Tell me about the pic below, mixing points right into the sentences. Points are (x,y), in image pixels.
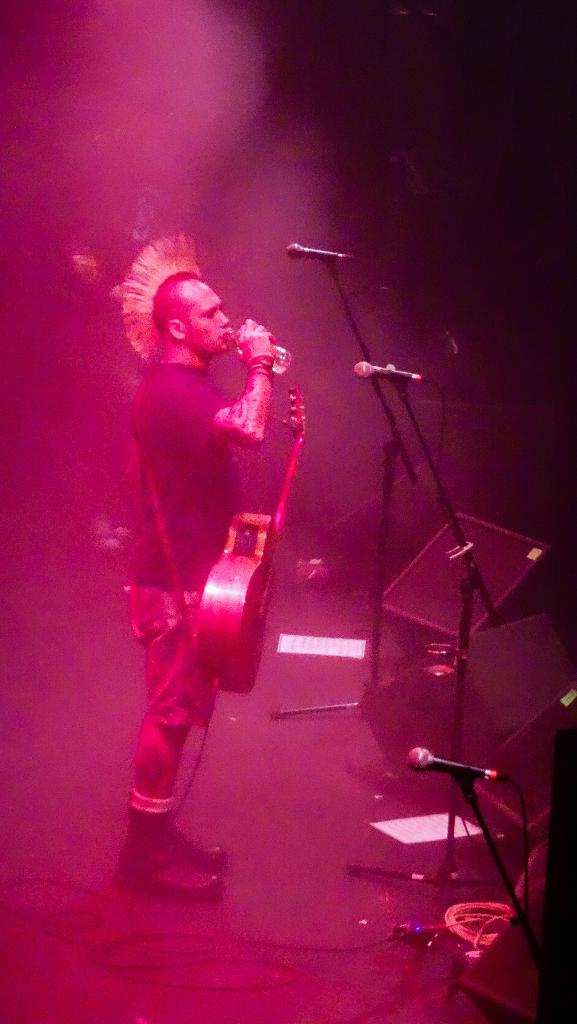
a person (210,523) is standing holding a water bottle (277,365) and a guitar (222,583). in front of him there are 3 microphones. on the floor (467,924) there are wires (453,912) and papers (419,820). pink light (176,161) is falling on him.
